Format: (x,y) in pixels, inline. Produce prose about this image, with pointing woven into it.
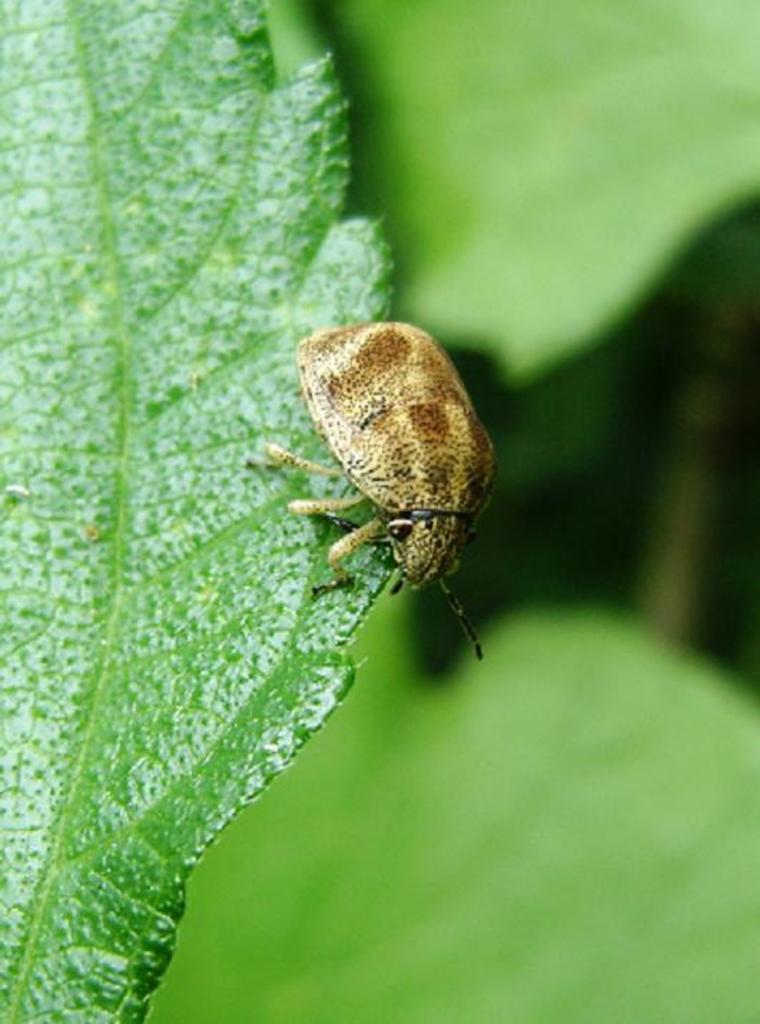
In this image I can see an insect (401,437) which is cream, black and brown in color on a leaf (213,437) which is green in color. I can see the blurry background (581,253) in which I can see few leaves (551,257).
